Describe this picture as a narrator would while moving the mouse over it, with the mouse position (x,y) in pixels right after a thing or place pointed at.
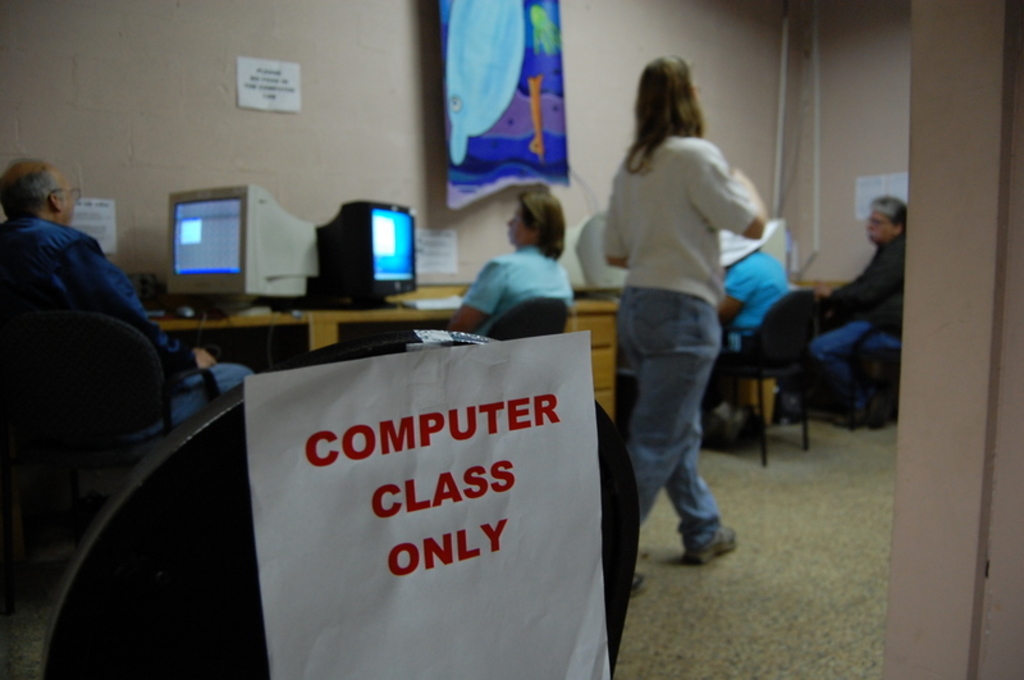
in this picture there are few people (11,314) sitting on the chairs (533,304) in front of them there is a table (335,314) on the table (316,316) there is a systems (303,242) keyboard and one woman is walking in front (459,513) there is a printed paper (414,532) pasted.
